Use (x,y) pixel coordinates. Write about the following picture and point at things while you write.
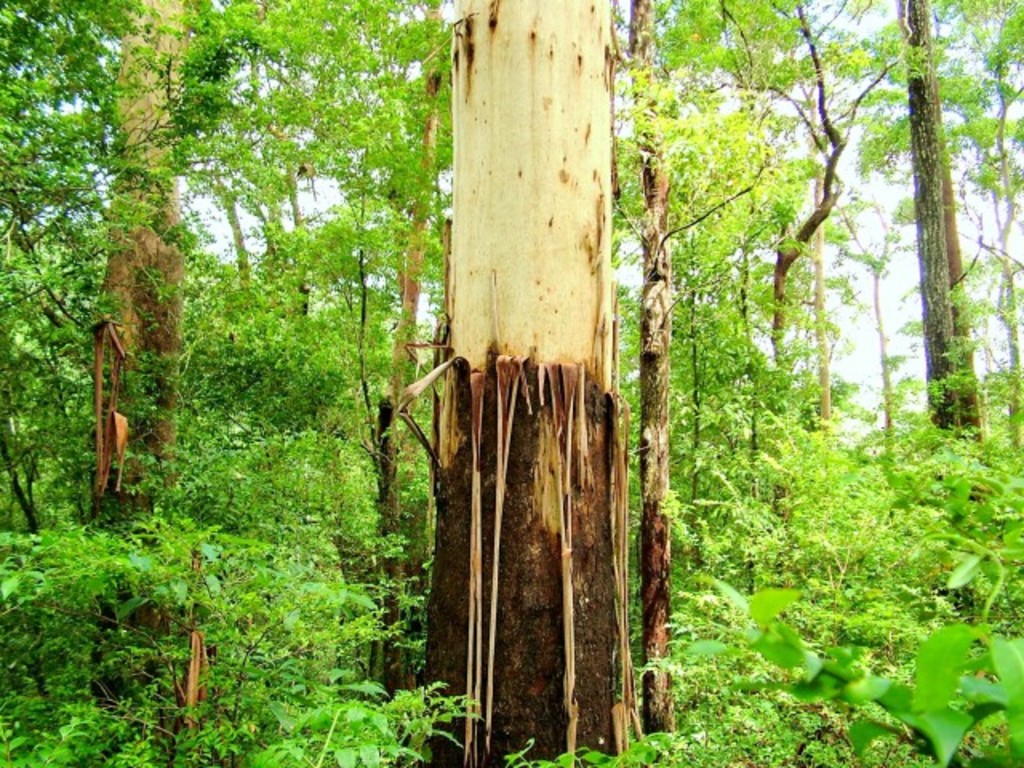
In the picture we can see a forest (655,587) with full of trees (412,553) and in the background (1000,359) we can see some part of sky (915,364).
